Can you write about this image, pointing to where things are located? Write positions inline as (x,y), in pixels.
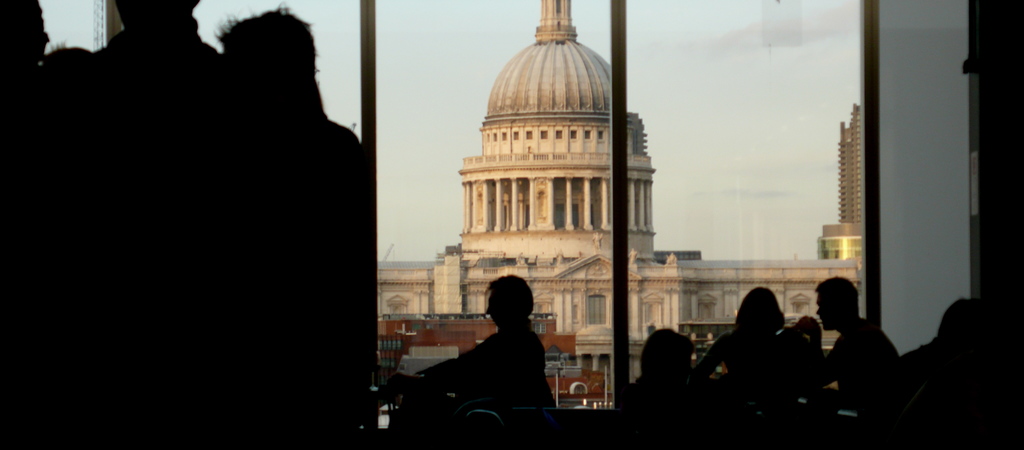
Here we can see few persons (668,349). In the background (692,98) there are buildings (589,223) and sky (410,180).
